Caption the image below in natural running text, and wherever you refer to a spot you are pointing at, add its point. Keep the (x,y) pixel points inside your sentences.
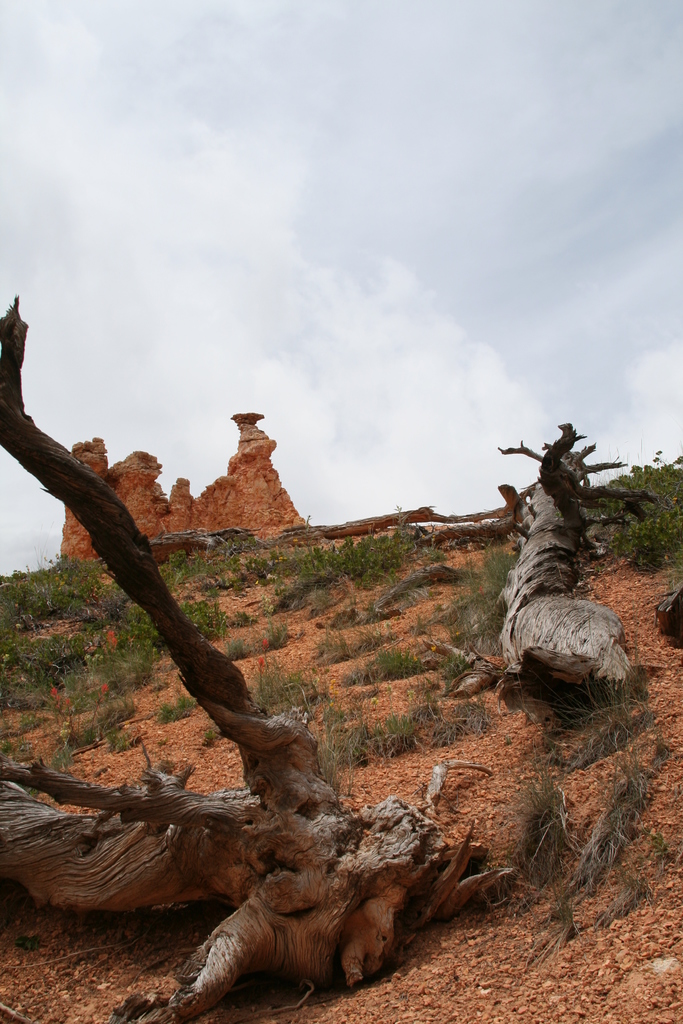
Here we can see wooden branches (52,845) and plants (94,576). Sky (251,354) is cloudy.
